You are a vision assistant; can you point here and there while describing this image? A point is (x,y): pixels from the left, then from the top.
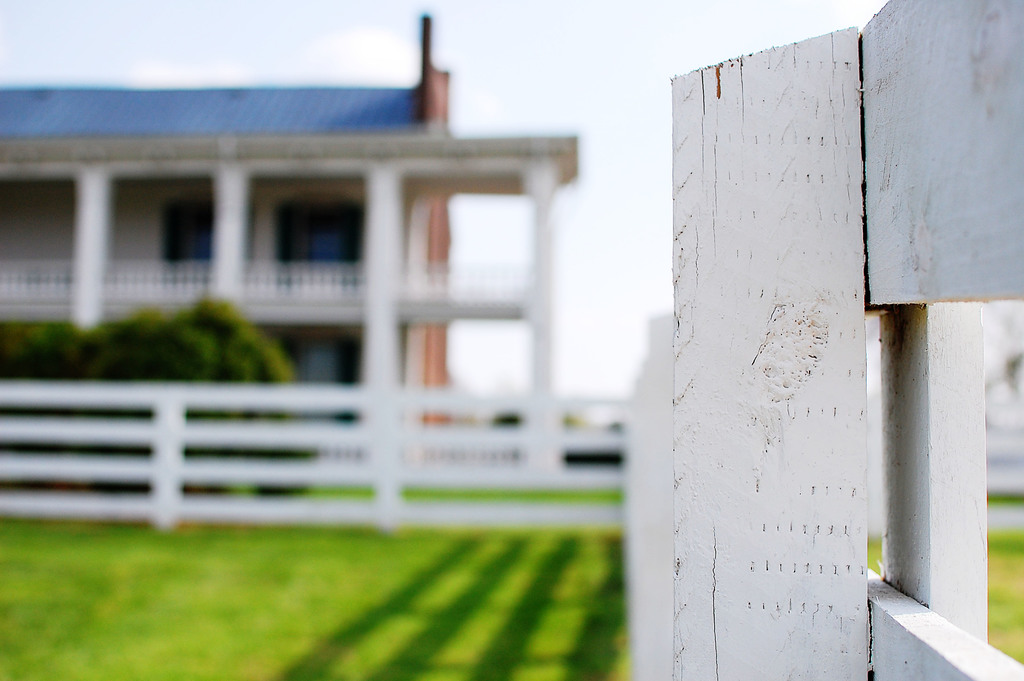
In this image on the right side (739,212) there is wooden fencing (878,275). There is a building (233,144) on the left side (220,150). There are trees (120,370) and grass (452,593). In the middle (343,435) there is wooden fencing (264,437). There is a sky (479,216).
